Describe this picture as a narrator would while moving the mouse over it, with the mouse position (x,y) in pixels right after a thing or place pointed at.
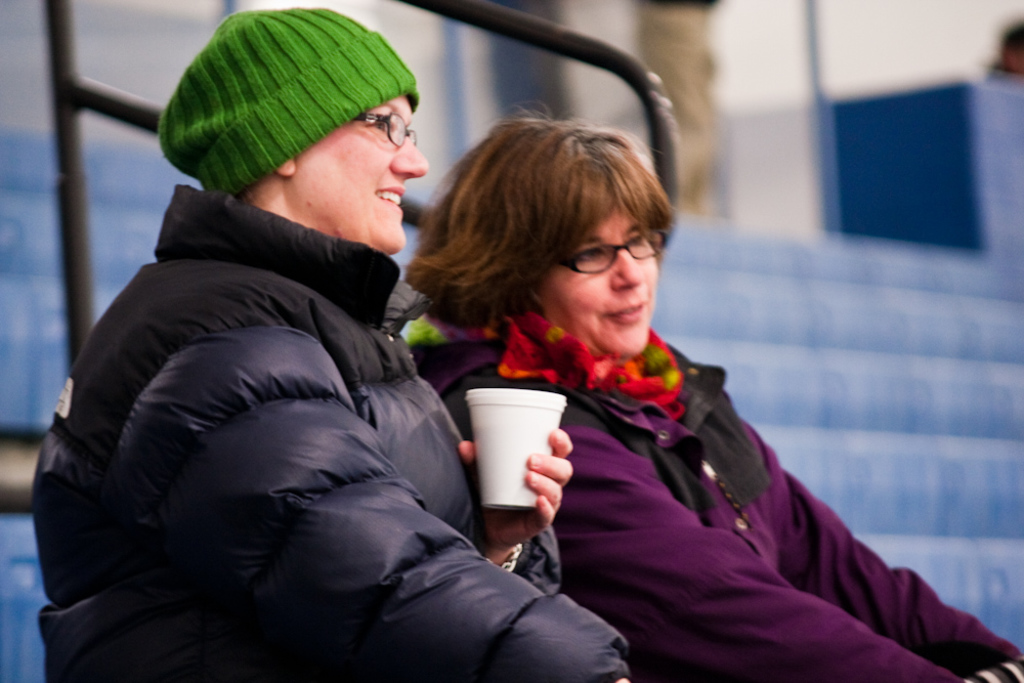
In this image In the middle (618,353) there is a woman (641,430) her hair (545,204) is short she wear jacket (686,482) and spectacles (608,255). On the left (164,366) there is a man (314,305) he wear jacket (310,355) and cap (315,110) he is holding a cup (513,463), they are sitting on staircase (838,398).
